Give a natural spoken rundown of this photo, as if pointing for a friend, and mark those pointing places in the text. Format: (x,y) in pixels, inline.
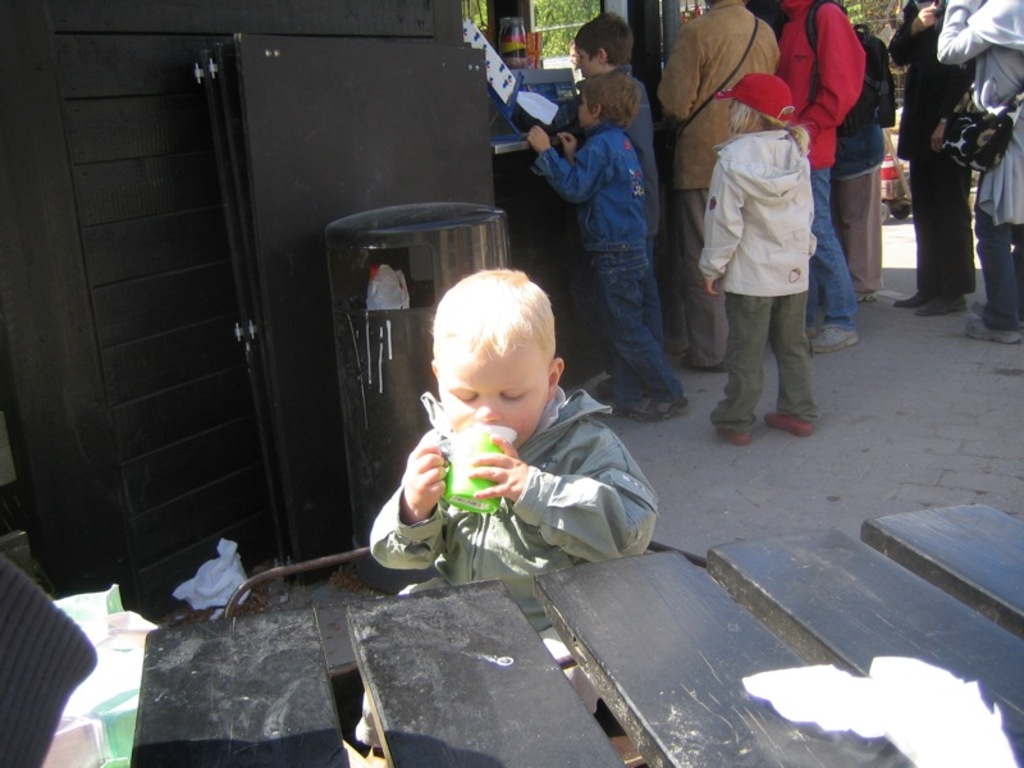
In this image there is a small boy (560,419) sitting in front of table (989,558) and drinking some thing, behind him there is dustbin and building (315,119) where group of people (930,265) standing also there are some trees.
